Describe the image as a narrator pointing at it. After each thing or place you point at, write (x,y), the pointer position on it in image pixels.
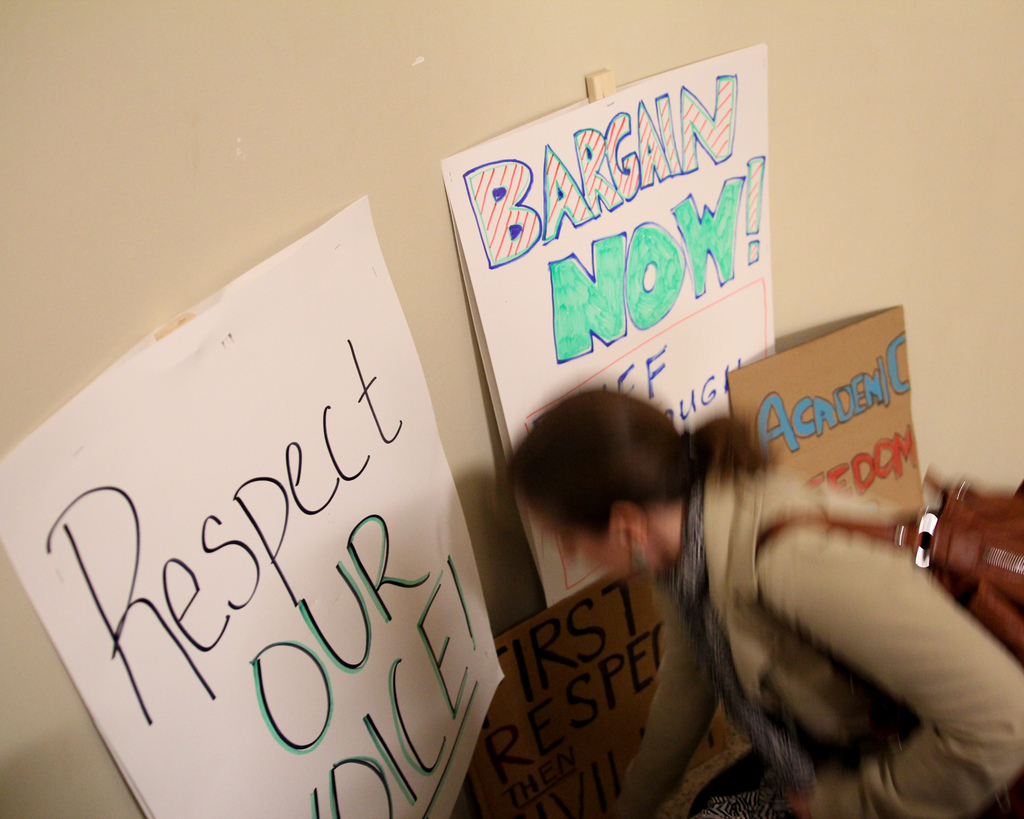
In this image I can see a person (808,620) wearing brown colored dress (901,620) and a brown colored bag (957,584) and I can see few boards (501,658) which are white and brown in color. In the background (247,121) I can see the wall (227,135).
